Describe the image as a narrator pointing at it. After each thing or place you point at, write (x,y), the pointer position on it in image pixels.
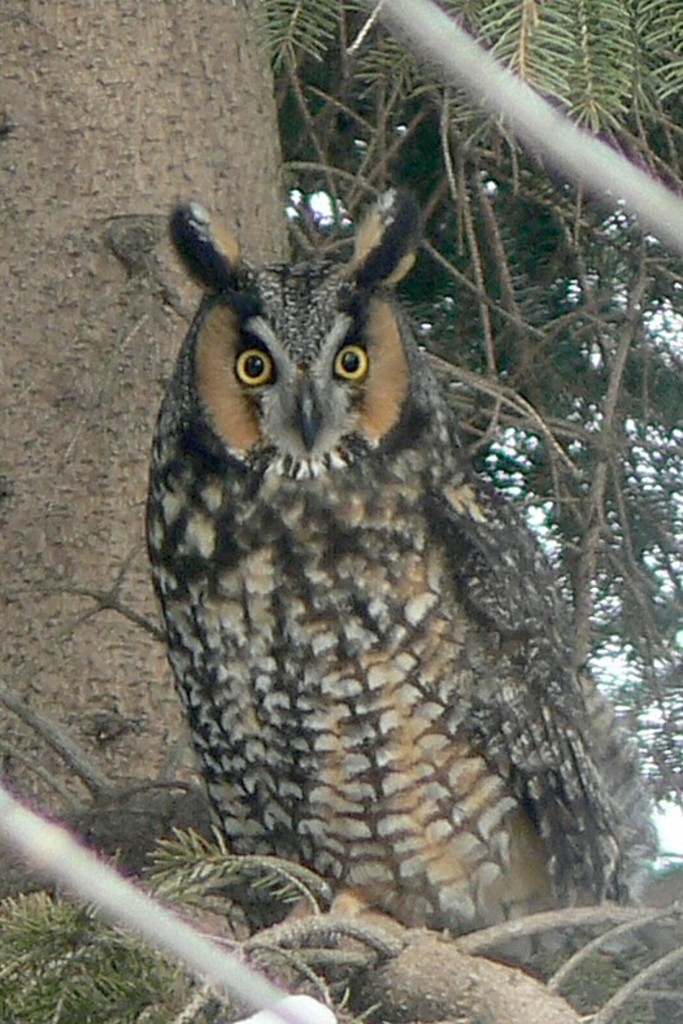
In this image we can see owl (302,538) which is on the branch (344,954) of a tree (164,680) and in the background of the image (339,17) there are some leaves (603,257).
